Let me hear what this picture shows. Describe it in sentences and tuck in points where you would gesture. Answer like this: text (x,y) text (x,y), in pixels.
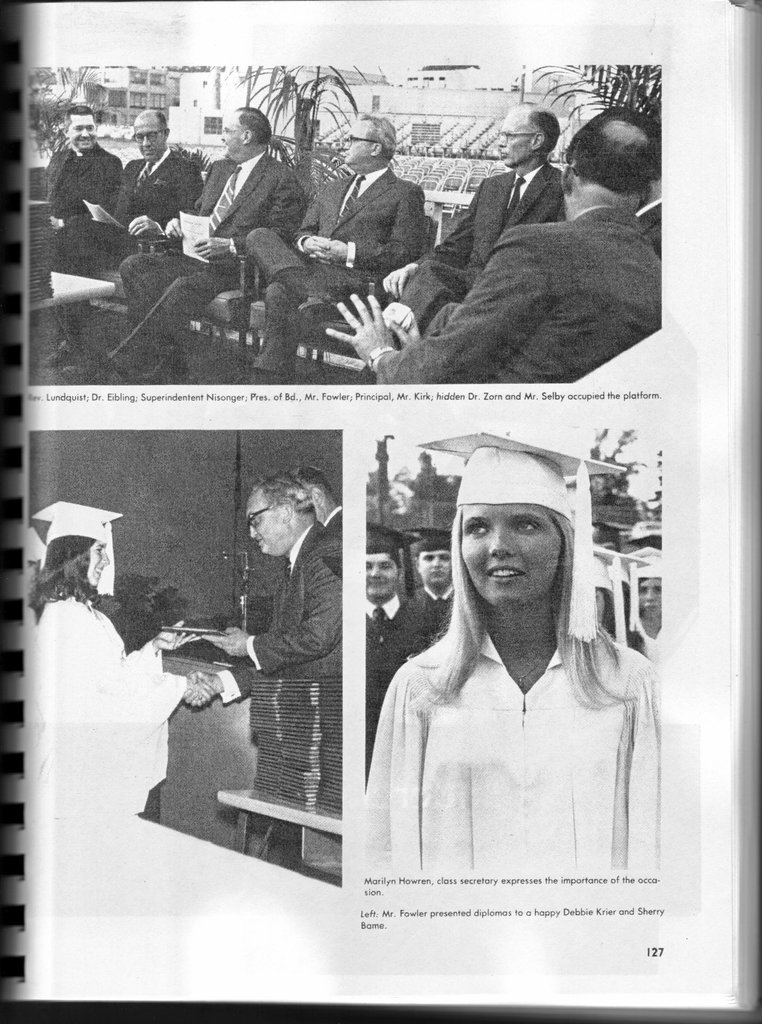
This is a black and white pic. At the top of the image (593,208) we can see few persons (520,202) are sitting on the chairs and among them few persons (149,230) are holding papers (189,257) in their hands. In the background (211,114) we can see plants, buildings (163,87) and sky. On the left side (241,699) we can see a man (318,530) giving an object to the woman (134,701) and shook their hands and in the background (319,514) we can see a person (340,535). On the right side (589,632) we can see a woman (534,652) and there is a cap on her head (561,596) and in the background (596,552) we can see few persons (402,600) and sky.
